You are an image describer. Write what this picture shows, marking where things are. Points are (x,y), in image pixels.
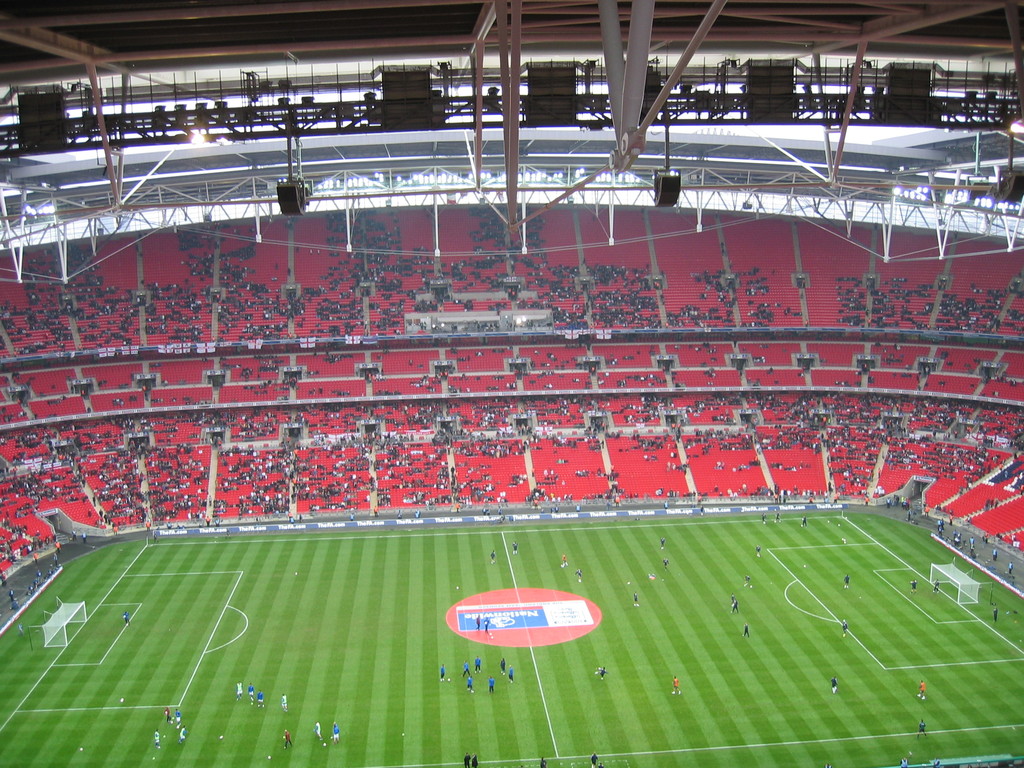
This picture looks like a football stadium (462,578) and I can see few players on the ground (377,686) and I can see audience (937,456) and I can see couple of goal posts (937,578).
